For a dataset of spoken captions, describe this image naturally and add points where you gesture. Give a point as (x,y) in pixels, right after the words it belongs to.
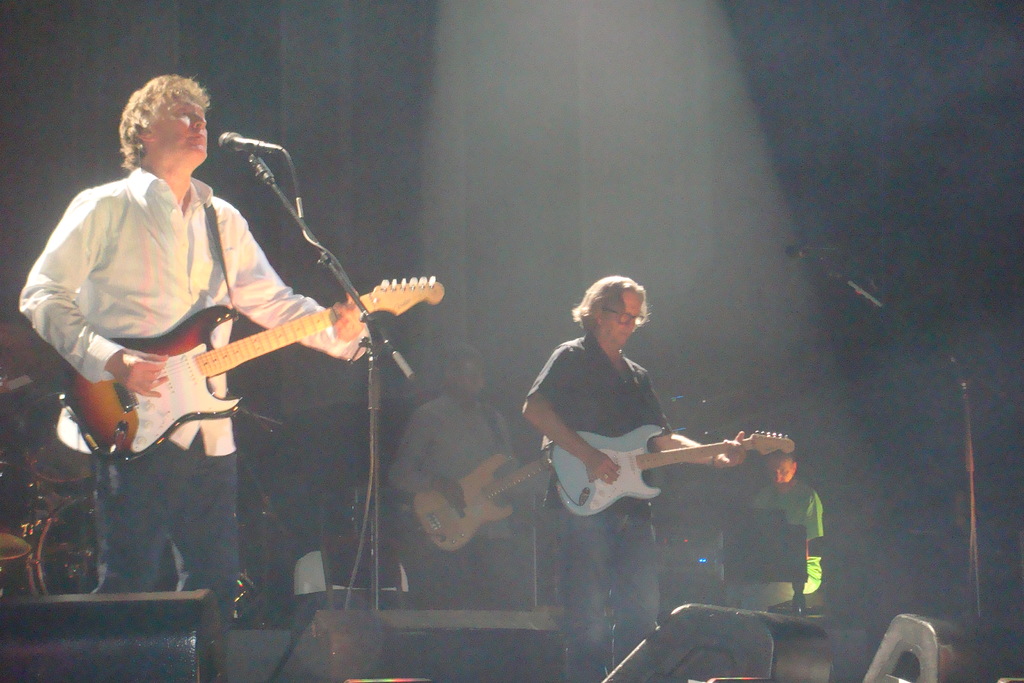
In this image there are four men (611,409) three men (488,416) are playing guitar (399,310) in front of them there is a mic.
